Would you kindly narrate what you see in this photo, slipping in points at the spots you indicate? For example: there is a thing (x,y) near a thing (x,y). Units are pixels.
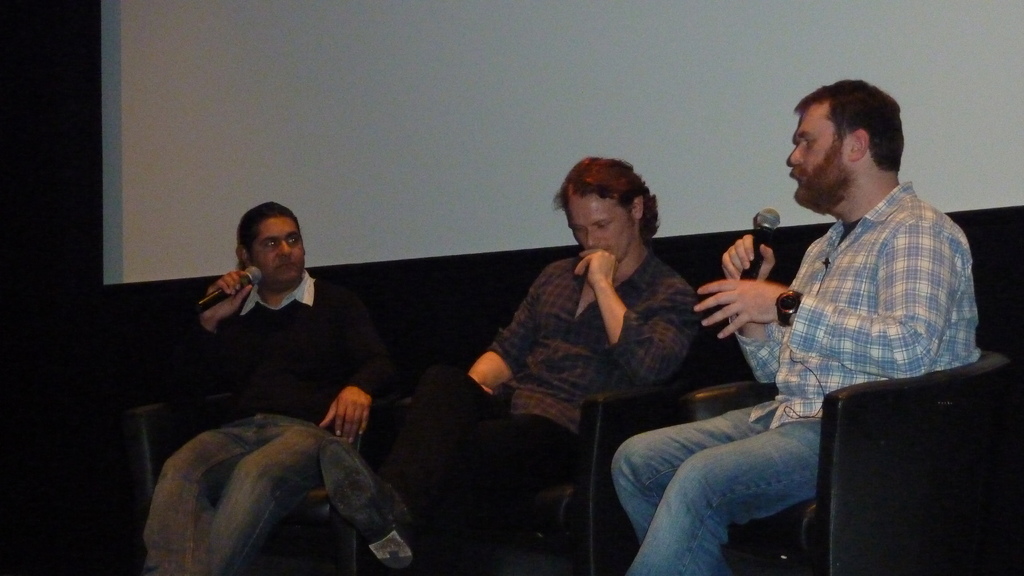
In this image, there are a few people (638,356) sitting on the sofas (181,440). Among them, two people (742,348) are holding microphones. In the background (840,12), we can see a white colored object (215,205).
